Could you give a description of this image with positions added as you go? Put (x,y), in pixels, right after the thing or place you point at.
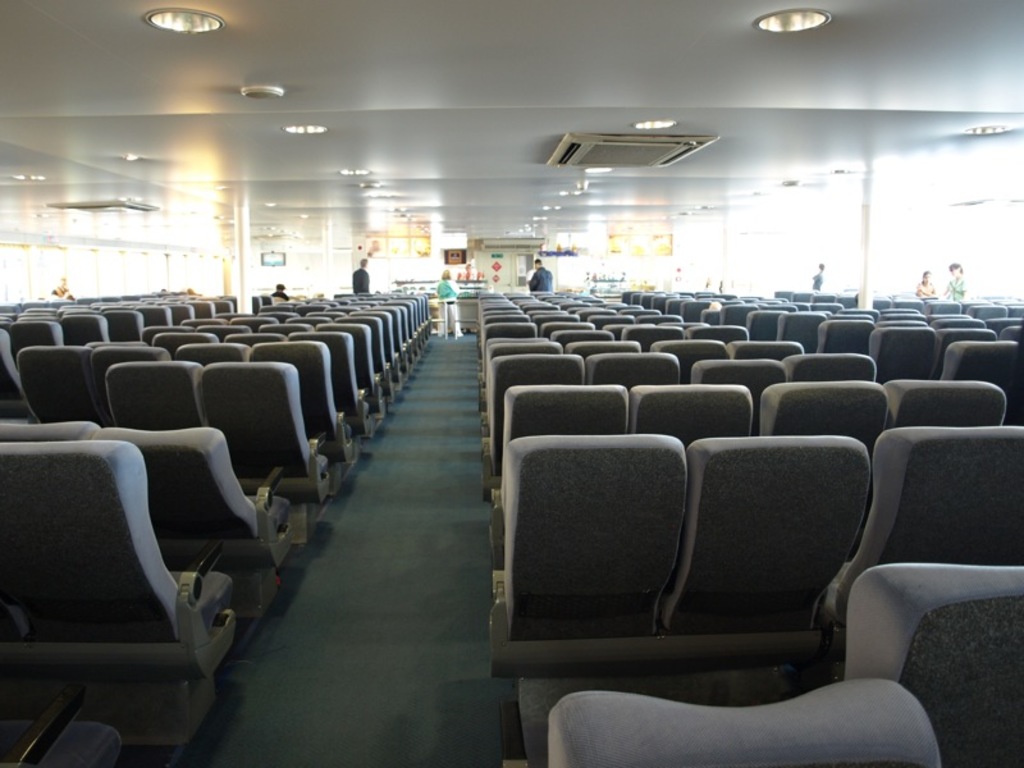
In this image in front (556,431) there are chairs (533,295). There are people (449,300). In front of them there are a few objects (479,289). On top of the image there are lights (585,169).
